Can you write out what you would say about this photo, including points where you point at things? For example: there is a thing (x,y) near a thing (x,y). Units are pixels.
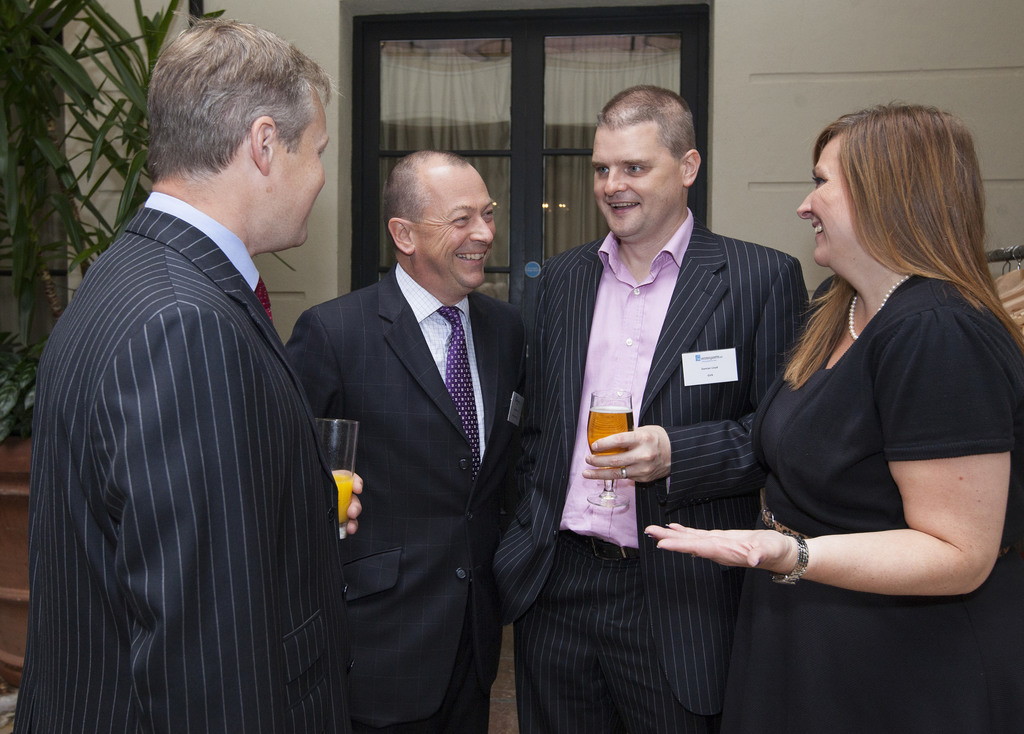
This picture is taken in the room. In this image, we can see four people (480,307) are standing. In the middle (530,392) and on the left side (178,479), we can see two people (671,484) are standing and holding glasses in their hands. In the background (521,98), we can see a glass door (521,144) and a wall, In the glass door (508,76), we can see a curtain (623,79). On the left side (12,118), we can see a plant (30,197).
